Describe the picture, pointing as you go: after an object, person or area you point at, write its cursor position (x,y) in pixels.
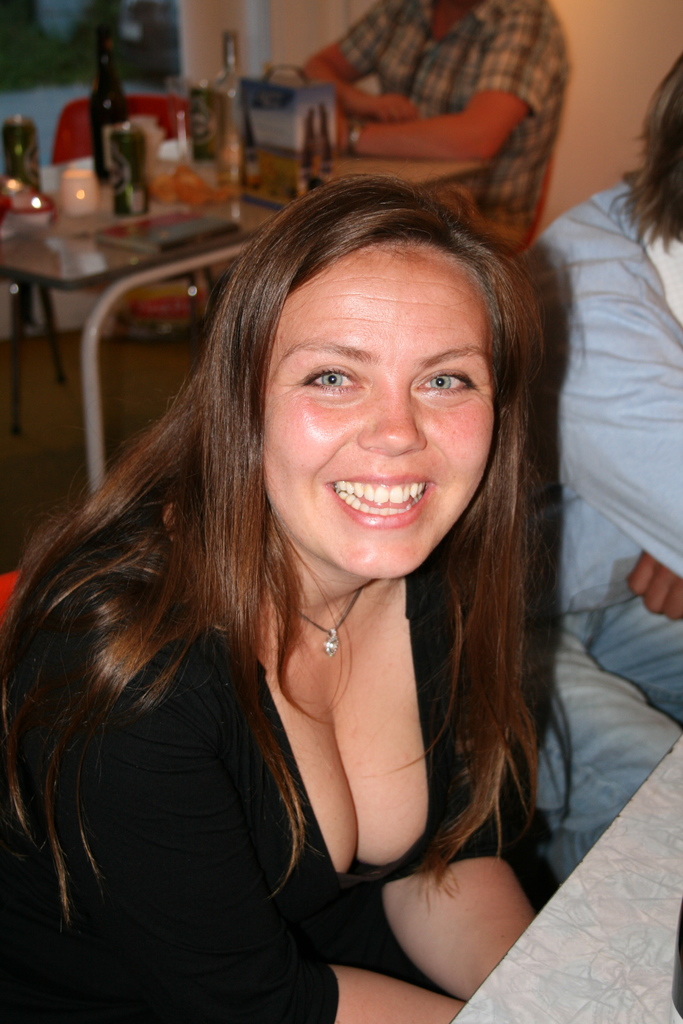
In this image we can see a woman (312,265) sitting on a chair (8,590) and she is smiling. In the background (555,21) we can see a person (490,191) sitting on a chair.
